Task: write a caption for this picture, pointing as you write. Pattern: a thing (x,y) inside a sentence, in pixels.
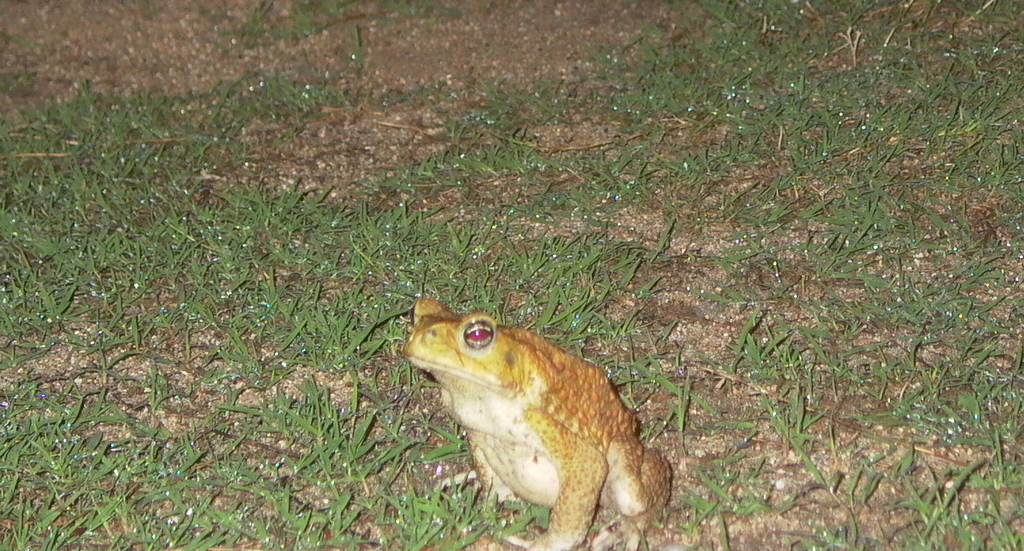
This image consists of a frog (611,423). At the bottom (349,415), there is green grass (277,427) on the ground (415,375).
